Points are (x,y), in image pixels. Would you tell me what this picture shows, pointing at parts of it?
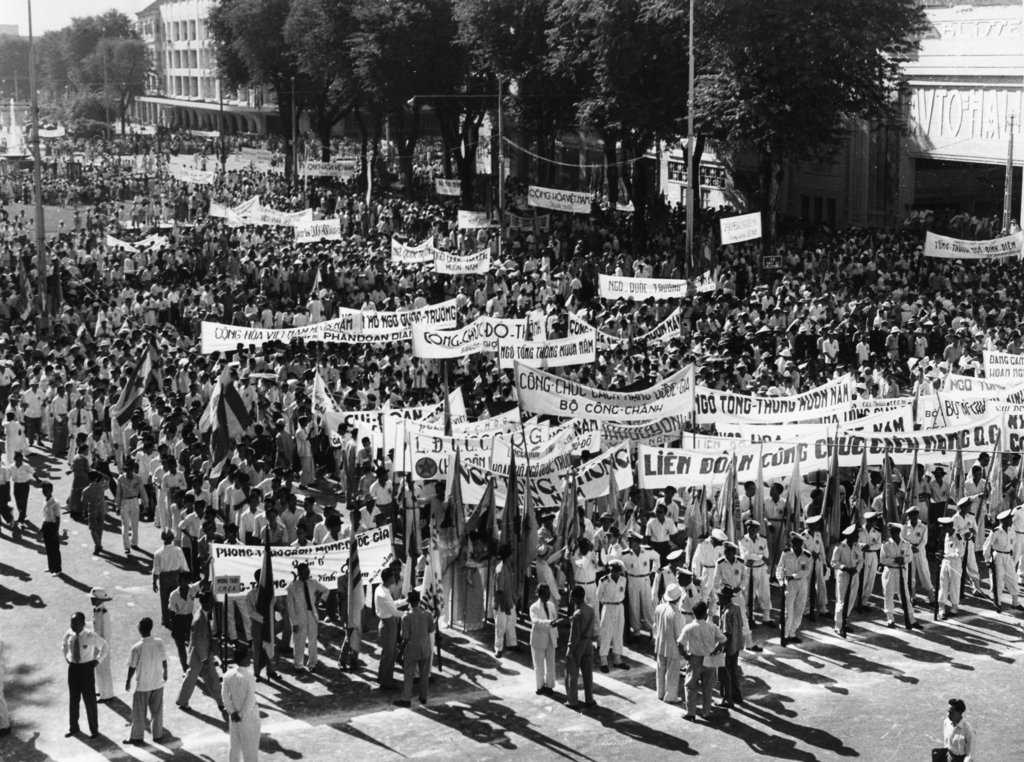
This is a black and white image. In this picture we can see a few people (469,276) holding flags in their hands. Some people (672,501) are holding banners (436,330) in their hands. We can see a few poles (41,227), trees (806,101) and buildings (927,155) in the background (772,103).
